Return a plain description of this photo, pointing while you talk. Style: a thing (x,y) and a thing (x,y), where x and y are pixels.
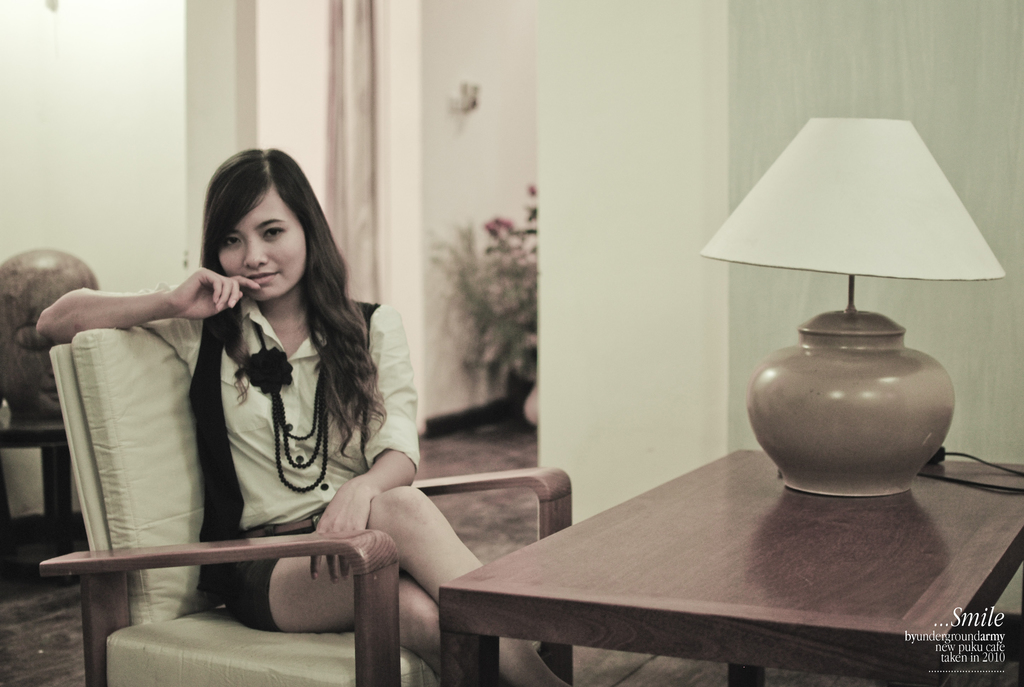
In this image there is a girl (295,355) sitting on the chair (285,659). In front of her there is a table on which there is a lamp (841,417). In the background (625,95) there is a wall (445,57). On the left side (41,431) there is a table (41,431) on which there is a wooden sculpture (38,274). In the background (524,285) we can see there is a flower pot (498,374) on the floor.
